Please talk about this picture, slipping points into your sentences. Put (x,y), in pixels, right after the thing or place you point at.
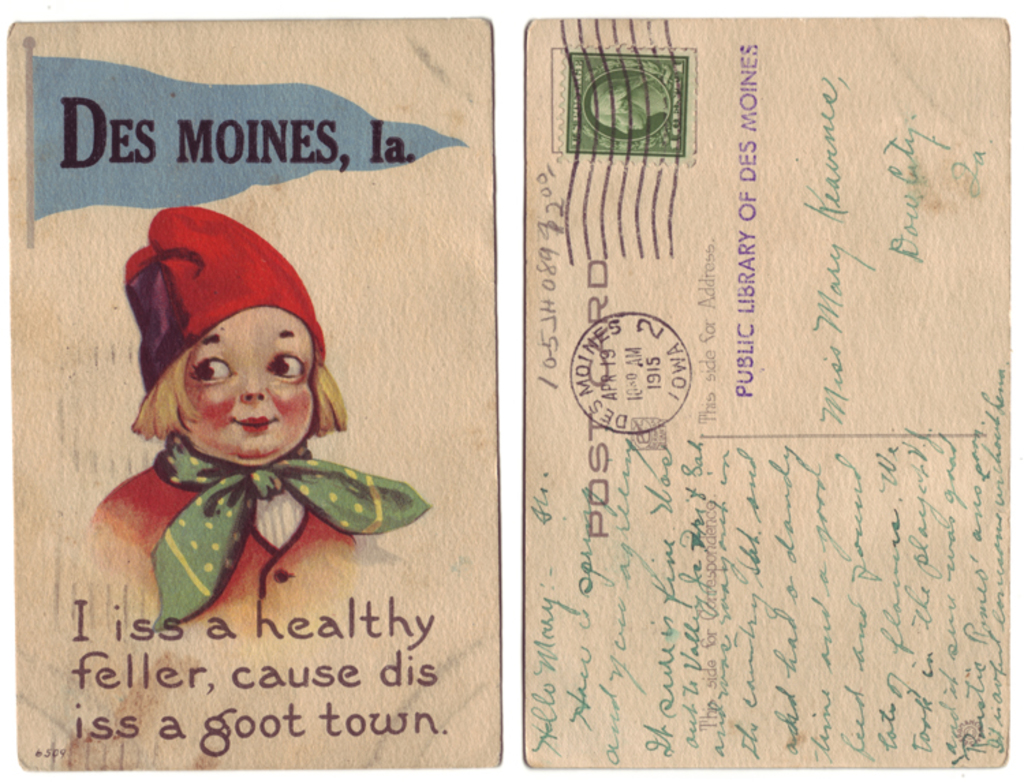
In this image, we can see a paper (732,641), on that paper (315,469), we can see a picture (289,456) and some text (730,452).
